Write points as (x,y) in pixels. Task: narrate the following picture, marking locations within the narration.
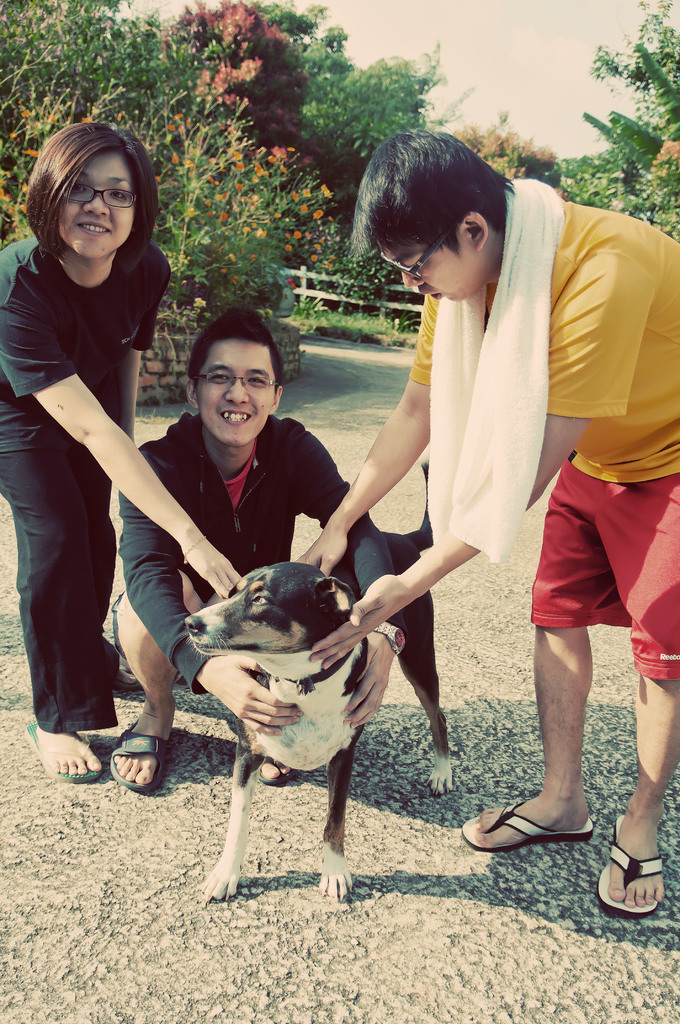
In this image we can see three persons (244,528) are holding a dog (296,690) on the road (291,410). In the background of the image (225,254) we can see many trees (150,98).
